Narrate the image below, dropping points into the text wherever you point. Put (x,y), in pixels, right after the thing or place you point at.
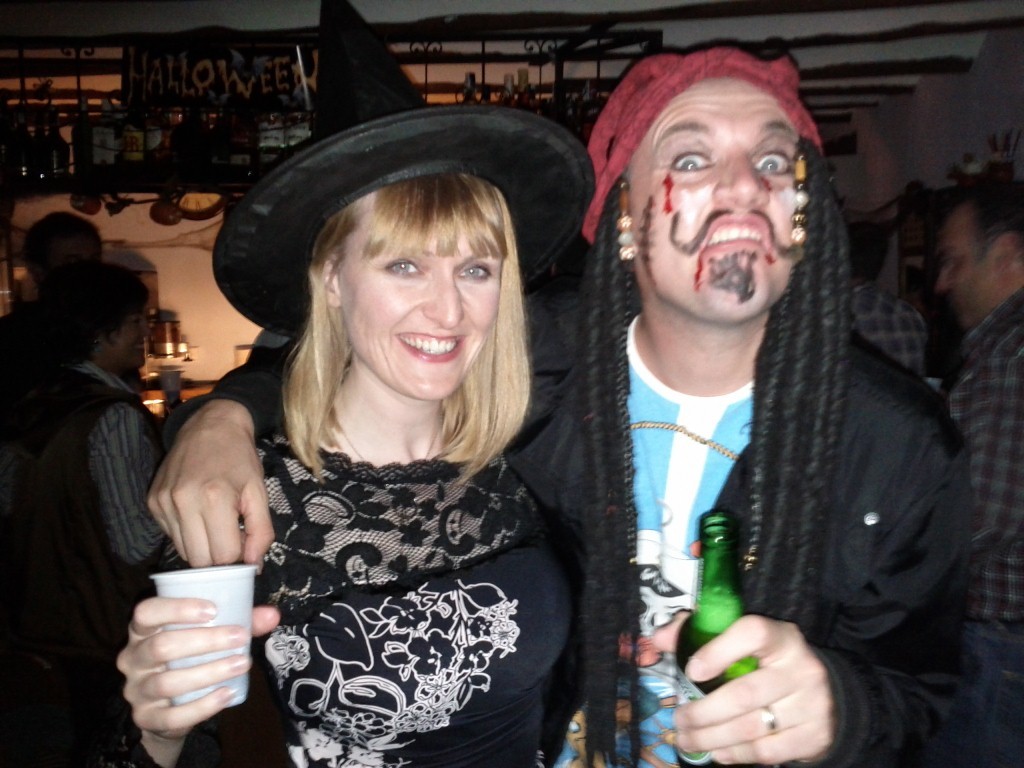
There are two people (642,313) standing and she is smiling and holding a glass (219,652) and this man (772,479) holding a bottle (714,611). In the background (119,221) we can see people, bottles (291,124) on the surface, wall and board (254,69).
